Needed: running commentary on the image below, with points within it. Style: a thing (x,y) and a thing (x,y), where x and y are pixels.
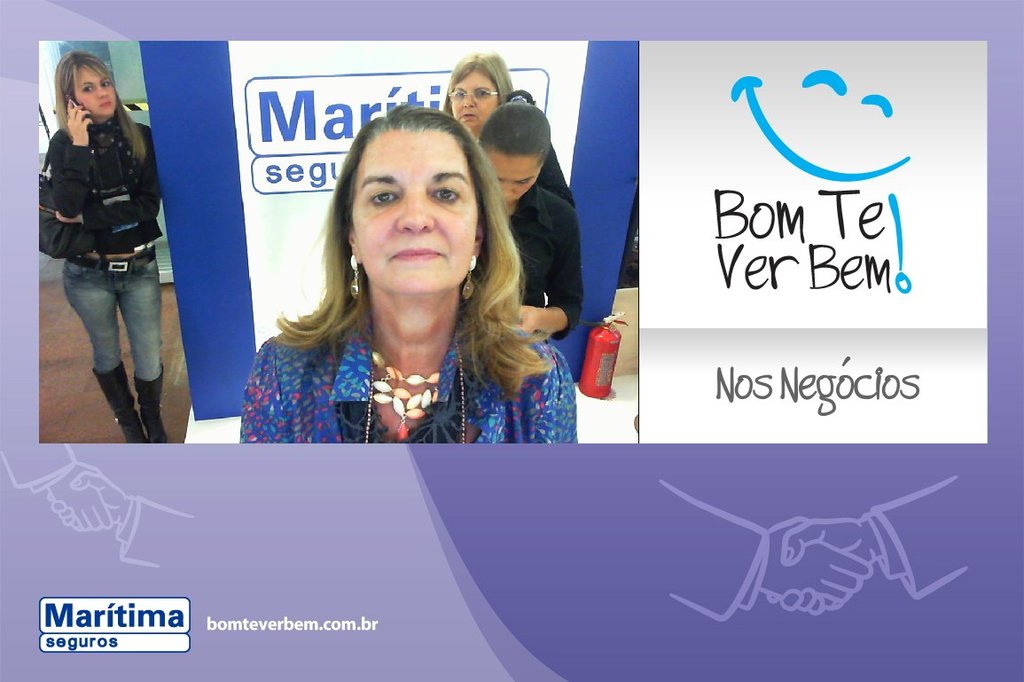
In this image there is one women (133,172) standing at left side of this image (106,246) is wearing black color dress (116,205) and holding a mobile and there are three persons (410,225) standing in middle of this image (474,276) and there is some text (717,378) written at right side of this image (783,288). There is one handshake drawing (816,515) at bottom right corner of this image (794,581) and there is one written text logo (153,608) at bottom left corner of this image (153,608).
